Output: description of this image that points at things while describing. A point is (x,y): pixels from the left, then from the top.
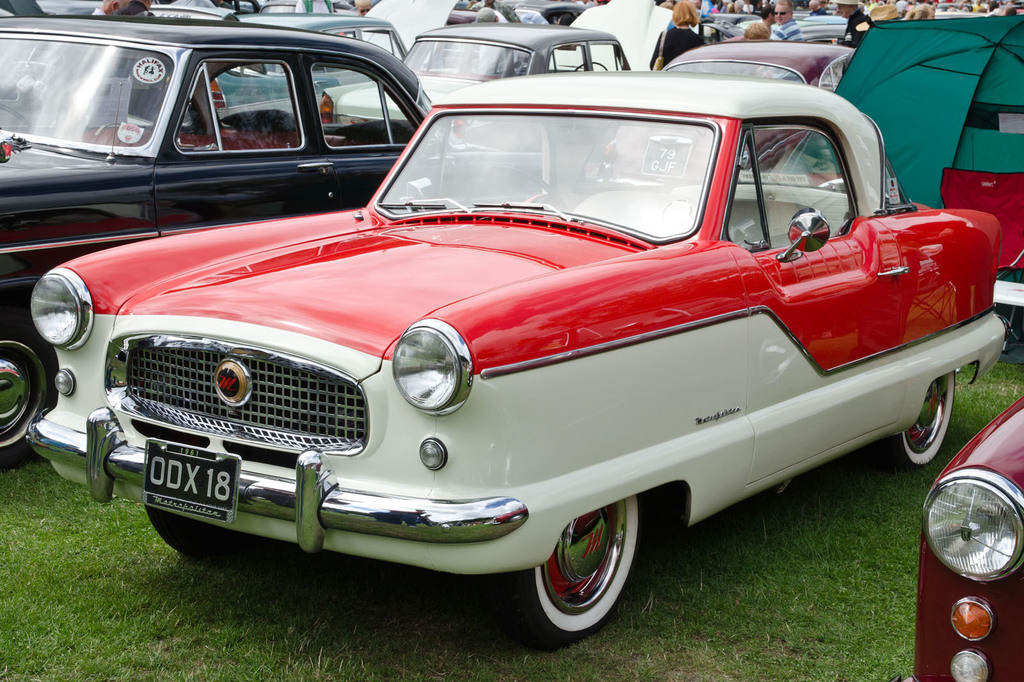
In this image I can see cars (453,377) with different colours and people (852,20) and grass (350,615) on the ground (374,640).
